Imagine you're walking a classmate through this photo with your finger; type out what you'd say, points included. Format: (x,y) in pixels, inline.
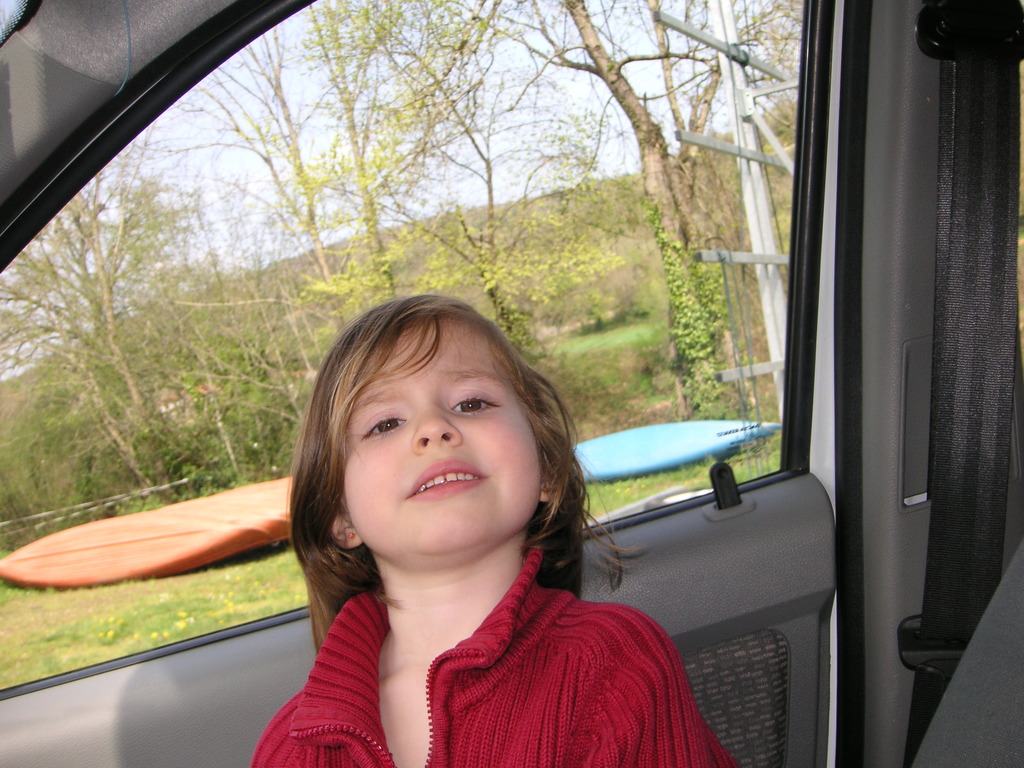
In this image, there is a person (319,637) sitting in the car seat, who is wearing a red color shirt (576,697). In the middle of the background (529,226), there is a mountain (513,235) and tree (562,247) is visible. In the top (182,97) there is a sky (480,182) blue in color. In the middle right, there is a pole of electricity (752,167) visible. And at the bottom (108,651), grass (138,640) is visible. This image is taken during day time from the car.
